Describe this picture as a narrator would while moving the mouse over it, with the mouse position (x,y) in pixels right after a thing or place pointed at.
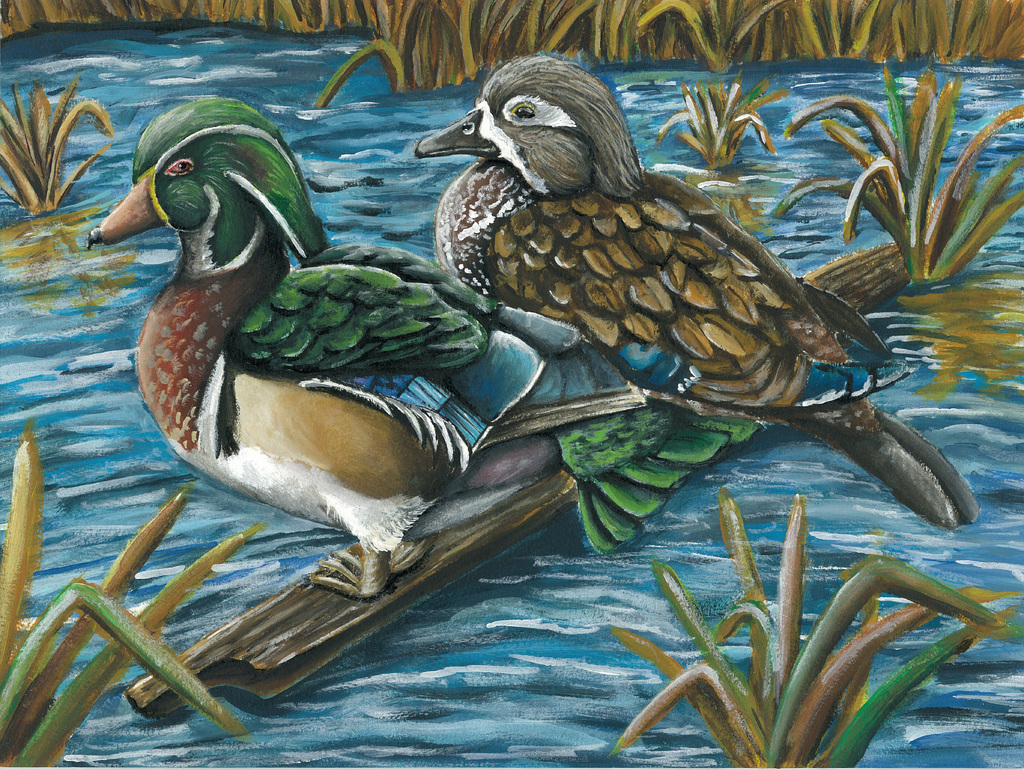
This image is a cartoon. In the center of the image (499,456) there are two birds (367,471) standing on the stick (820,282) sailing on the river (127,679). In the background (853,40) there are plants (568,40).
